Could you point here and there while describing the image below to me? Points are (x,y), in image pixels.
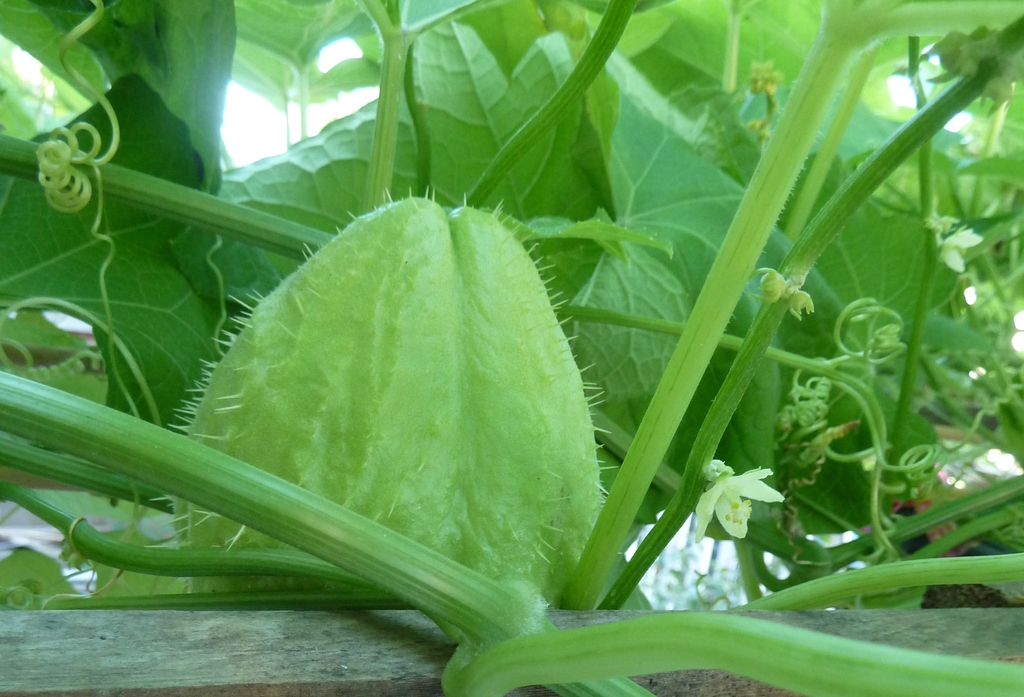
In this picture we can see a plant (158,329) with a chayote (418,461) and a flower (723,496). Behind the plants (357,223) there is a sky (245,132).
